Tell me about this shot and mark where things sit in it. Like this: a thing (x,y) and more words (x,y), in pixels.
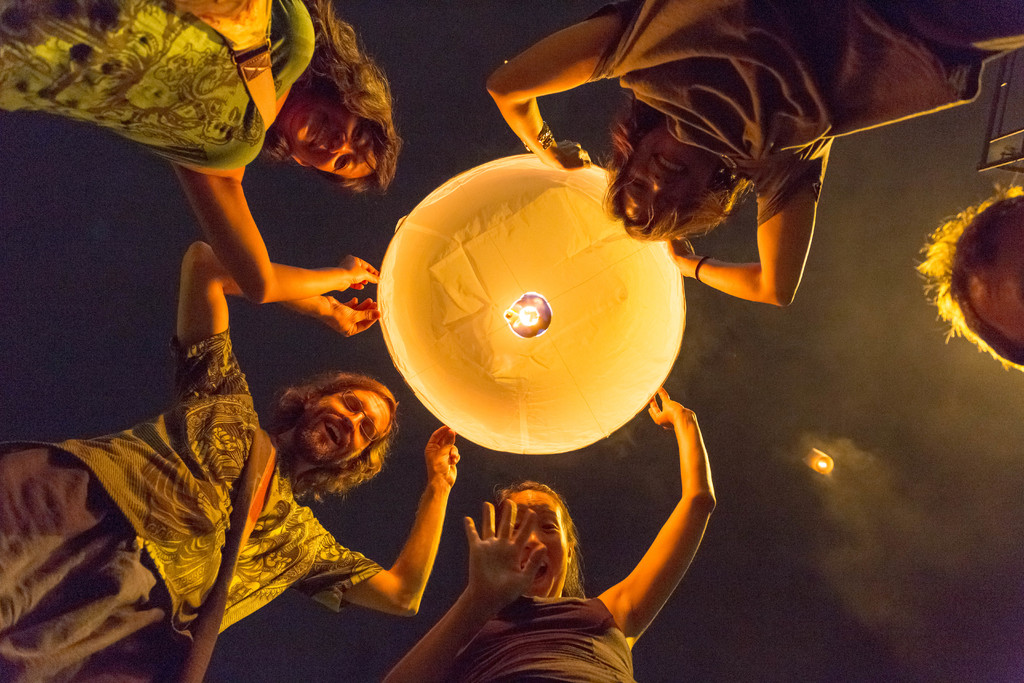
In this picture. I can see sky lanterns (533,367). I can see people (534,106) with the smile. I can see clouds (824,388) in the sky (813,407).
